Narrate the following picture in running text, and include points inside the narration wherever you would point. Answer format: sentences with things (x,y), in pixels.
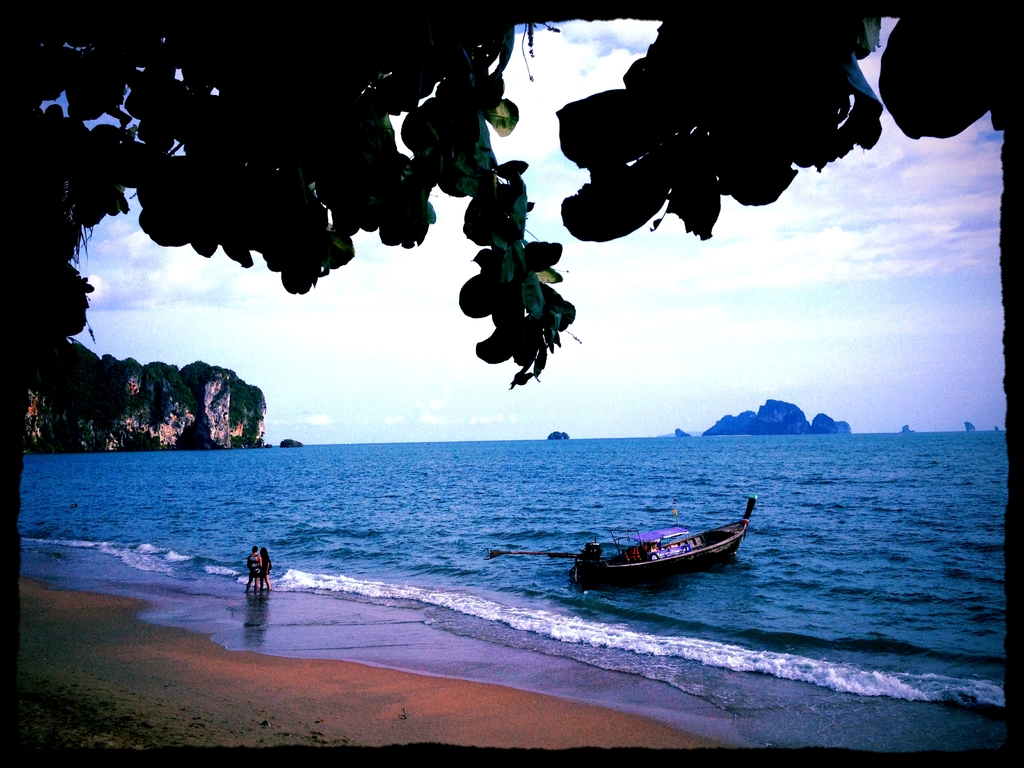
In this image in front (521,269) there is a tree (529,254). At the bottom of the image (265,694) there is sand (269,699). There are two people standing in the water (352,573). There is a boat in the water (737,583). In the background of the image (779,423) there are mountains (760,415) and sky (745,329).
